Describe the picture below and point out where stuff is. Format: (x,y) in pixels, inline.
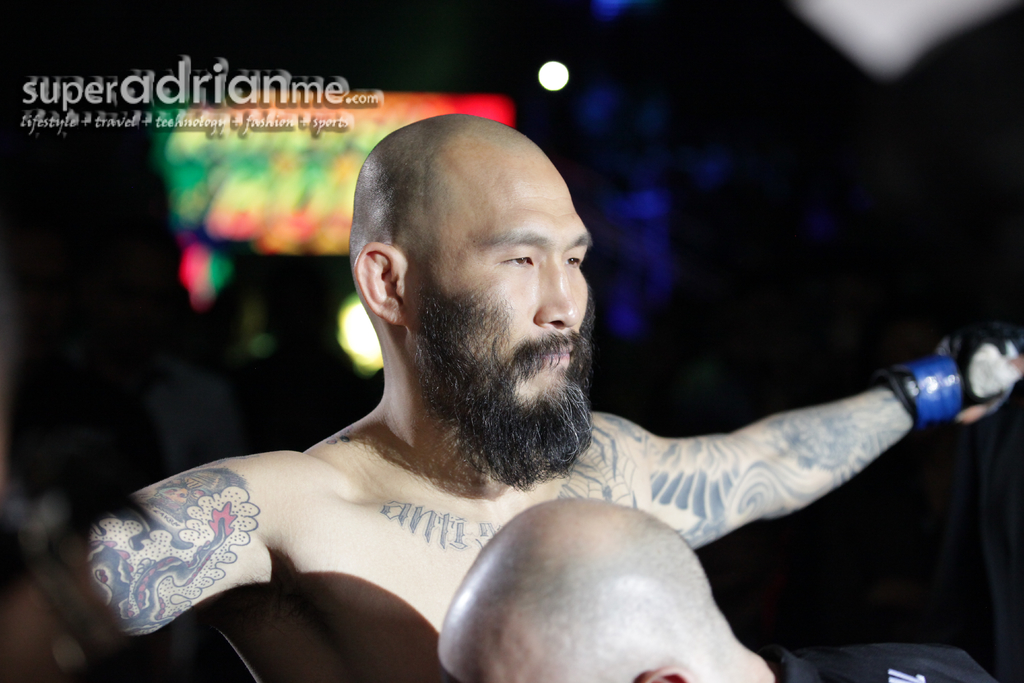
In this image we can see two persons (559,597). The background of the image (259,9) is dark. In the top left (129,80), we can see some text (190,94).
